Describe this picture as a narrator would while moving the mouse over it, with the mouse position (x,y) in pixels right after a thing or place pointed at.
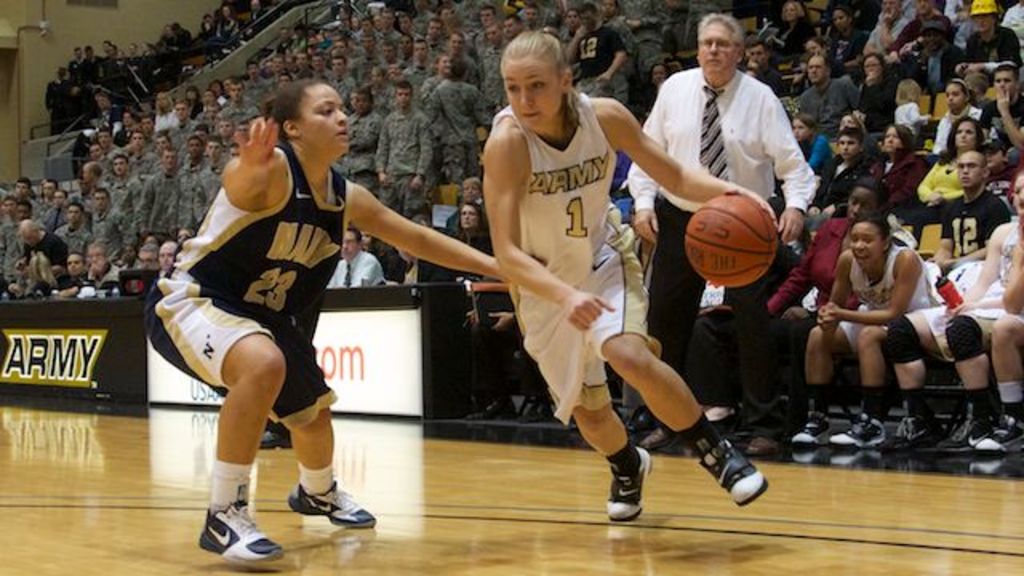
In the image there are two women (556,235) playing basketball, one of the woman (625,257) is touching the ball (721,211) with her hand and in the background (746,118) there is a man (748,326) and behind the man (747,336) there are spectators (584,1).
